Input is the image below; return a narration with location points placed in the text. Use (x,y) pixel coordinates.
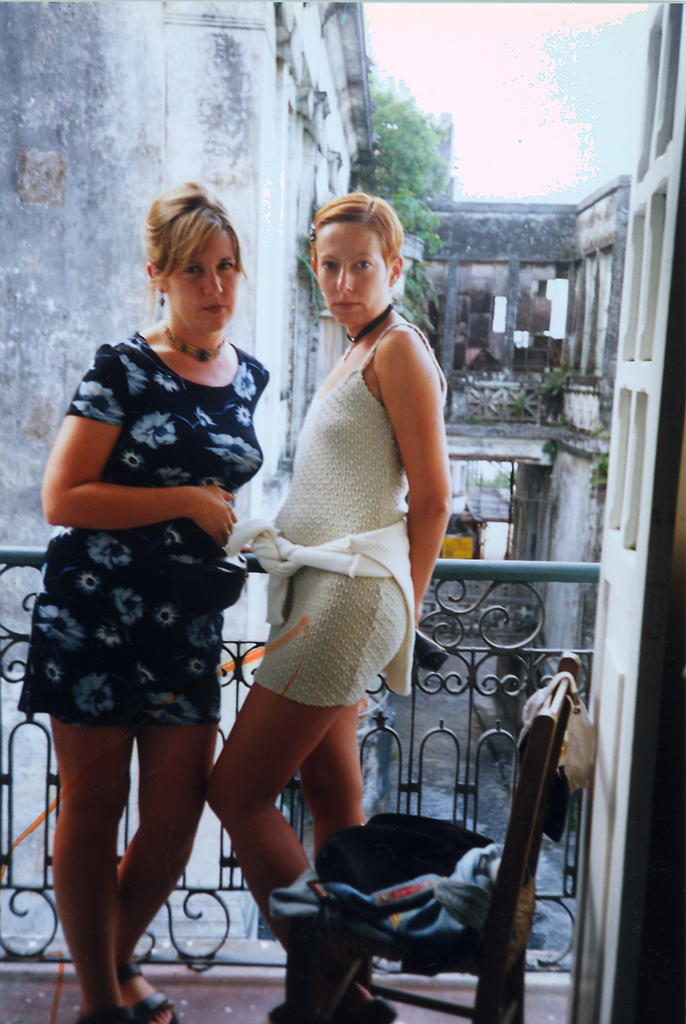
In this picture we can see two women (114,402) standing, fence (515,691), chair (463,1007) with clothes (477,848) on it, buildings (463,323), trees (426,282) and some objects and in the background (540,122) we can see the sky (591,128).
